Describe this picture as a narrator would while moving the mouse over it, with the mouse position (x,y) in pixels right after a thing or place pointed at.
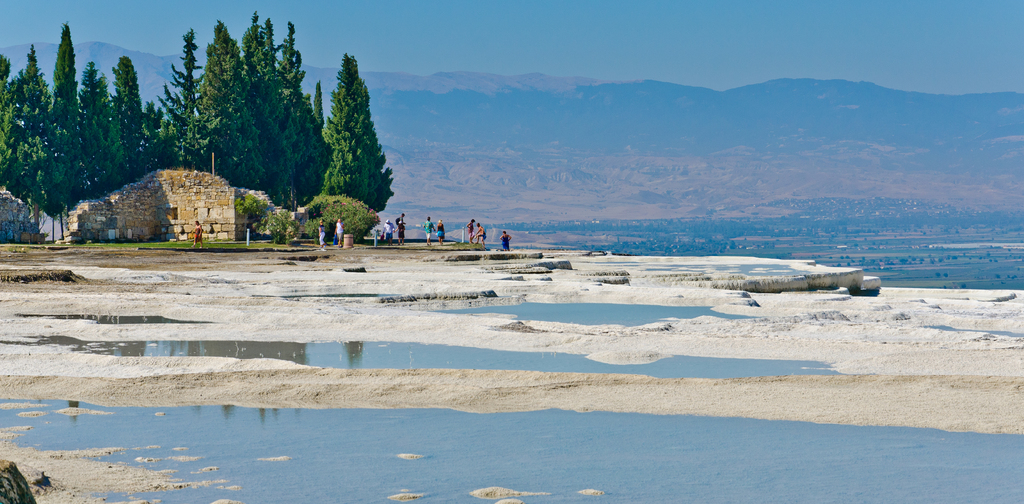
In this image I can see mountains (771,192), trees (292,140) and some rock constructions (99,221), some people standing and walking besides the trees (266,130) and rocks (172,219). I can see some water pools (376,416) at the bottom of the image (861,445). At the top of the image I can see the sky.
